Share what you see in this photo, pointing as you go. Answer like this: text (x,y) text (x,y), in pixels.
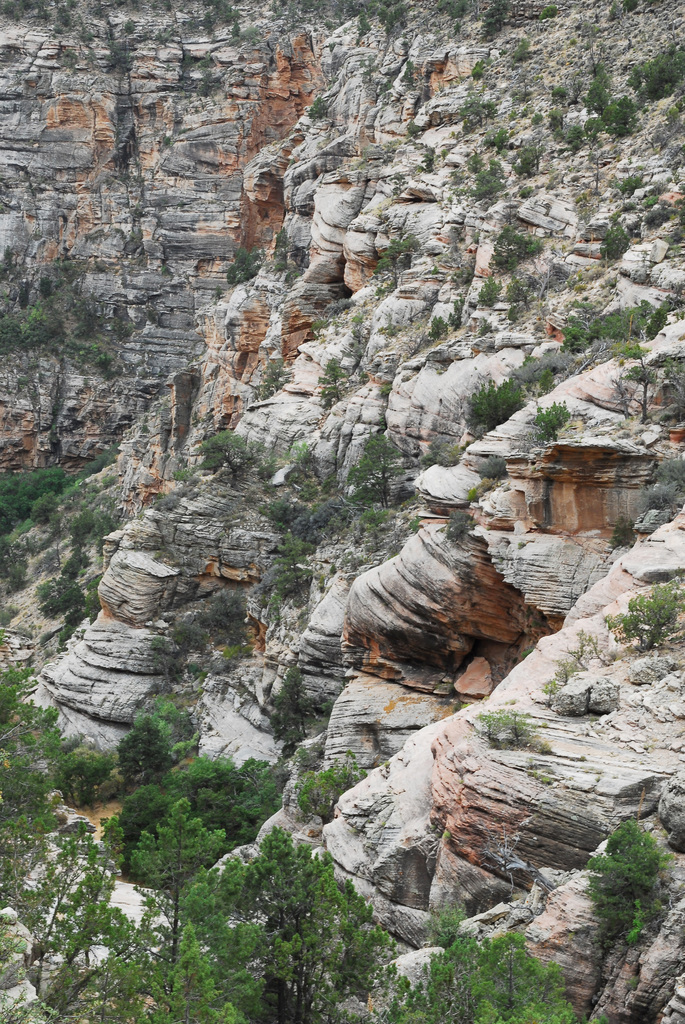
This image is taken outdoors. In this image there are many rocks (444,861) and there are many trees (185,813) and plants (209,791).
